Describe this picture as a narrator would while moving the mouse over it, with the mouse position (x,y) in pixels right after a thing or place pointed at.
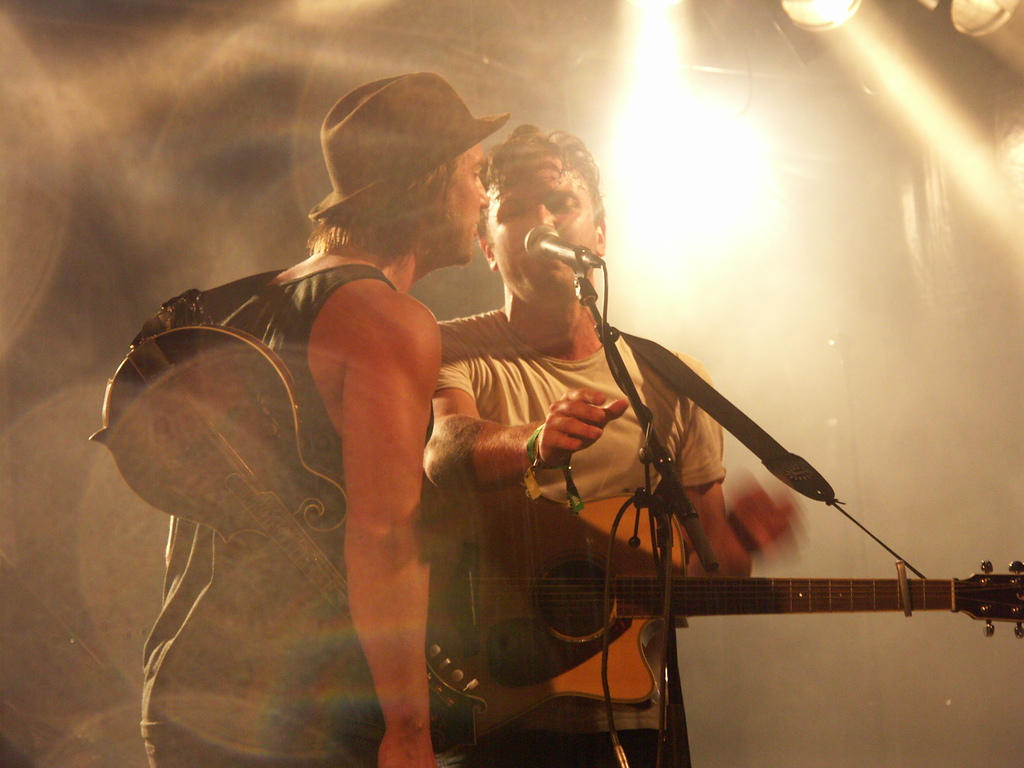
This picture shows two men (461,422) standing with string instruments (459,575) on them and they are singing with the help of a microphone (577,248) in front of them.
